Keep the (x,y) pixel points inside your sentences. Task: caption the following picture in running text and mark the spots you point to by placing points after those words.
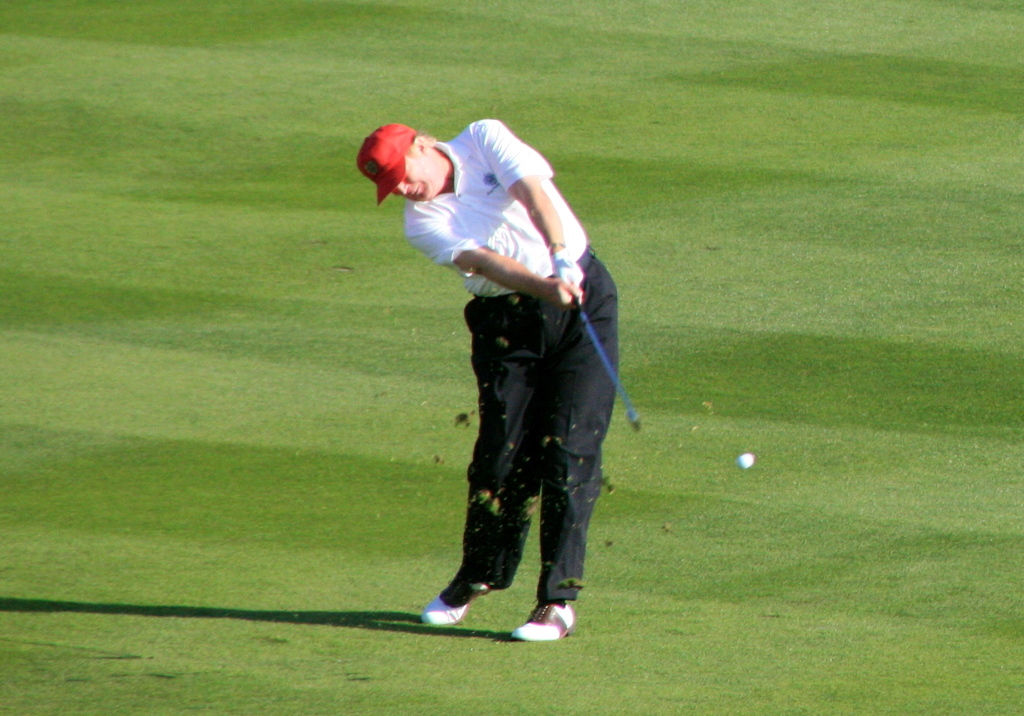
In this image, we can see a person (573,331) holding an object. We can see the ground (746,497) covered with grass (770,418). We can also see a ball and the shadow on the ground (740,451).
